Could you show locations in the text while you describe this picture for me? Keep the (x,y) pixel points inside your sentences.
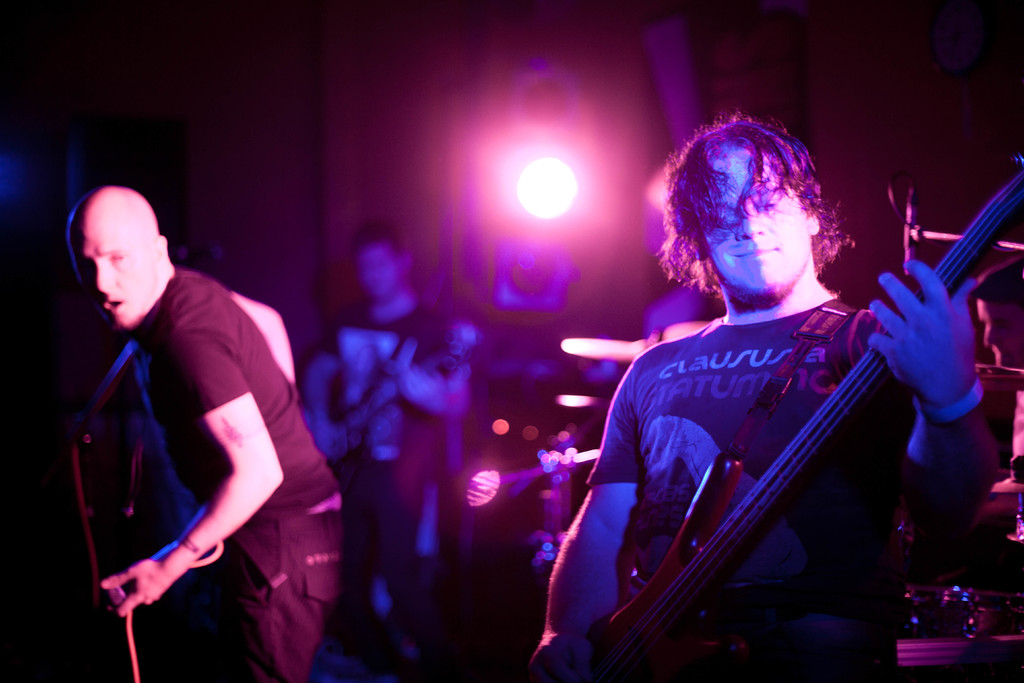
As we can see in he image there is a light (533,192) and three people (379,326) standing and two of them holding guitars (360,439) in their hands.
